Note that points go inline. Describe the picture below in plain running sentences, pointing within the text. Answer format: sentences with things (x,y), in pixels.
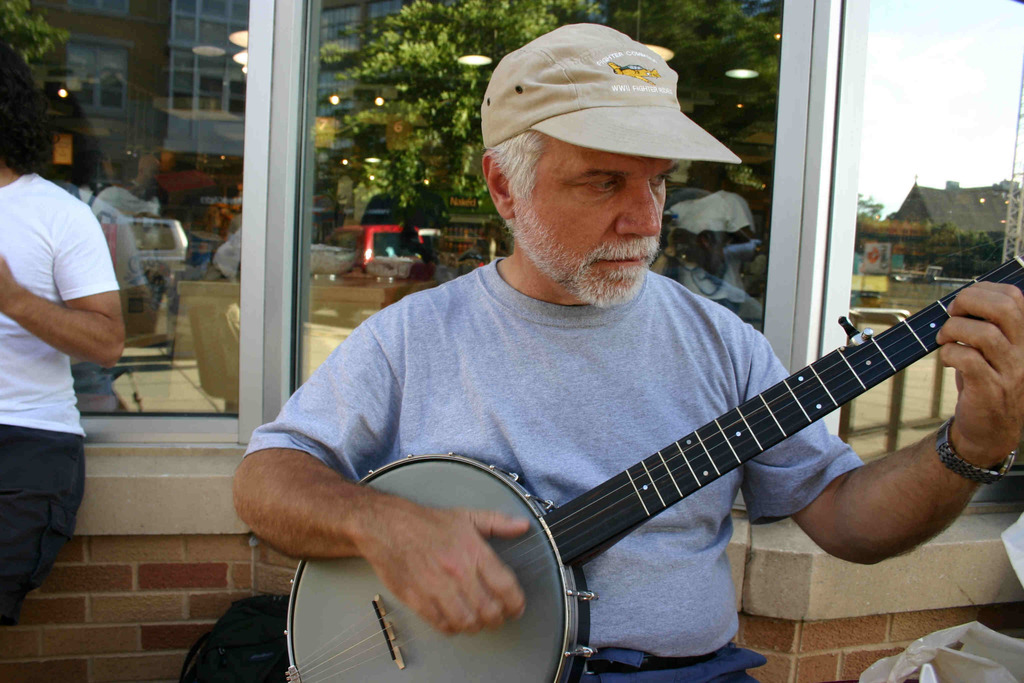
In a picture the person (637,589) is sitting in the middle (548,377) and holding a musical instrument (720,421) and wearing cap (625,135) and behind him there is a building (755,202) with glass windows (147,402) and at the left corner (31,314) one person (31,234) is standing and at the right corner (995,239) there is one house (987,211) and some plants (973,261).
